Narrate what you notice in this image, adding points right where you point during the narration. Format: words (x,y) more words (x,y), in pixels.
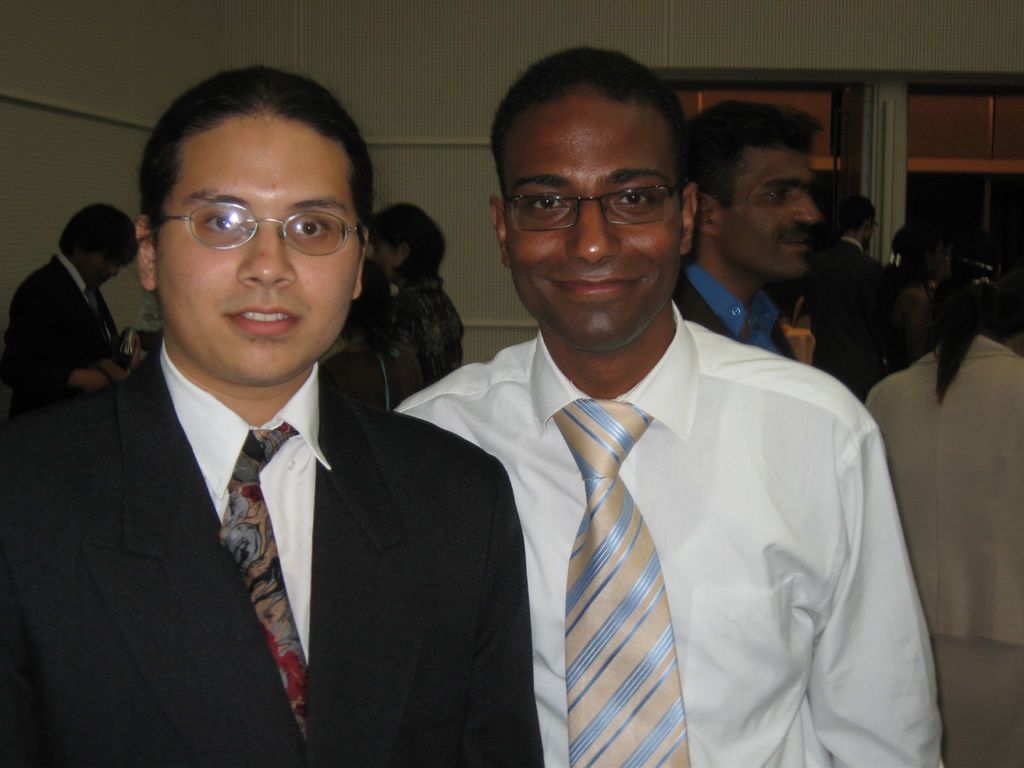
In this image I can see group of people (282,375) standing. In front (297,587) the person (281,587) is wearing black blazer (379,467), white shirt (295,467) and the person (554,466) at right (742,466) is wearing white shirt (653,509), blue and cream color tie (626,520). Background (983,135) I can see few windows (949,135) and the wall (403,100) is in cream color.
